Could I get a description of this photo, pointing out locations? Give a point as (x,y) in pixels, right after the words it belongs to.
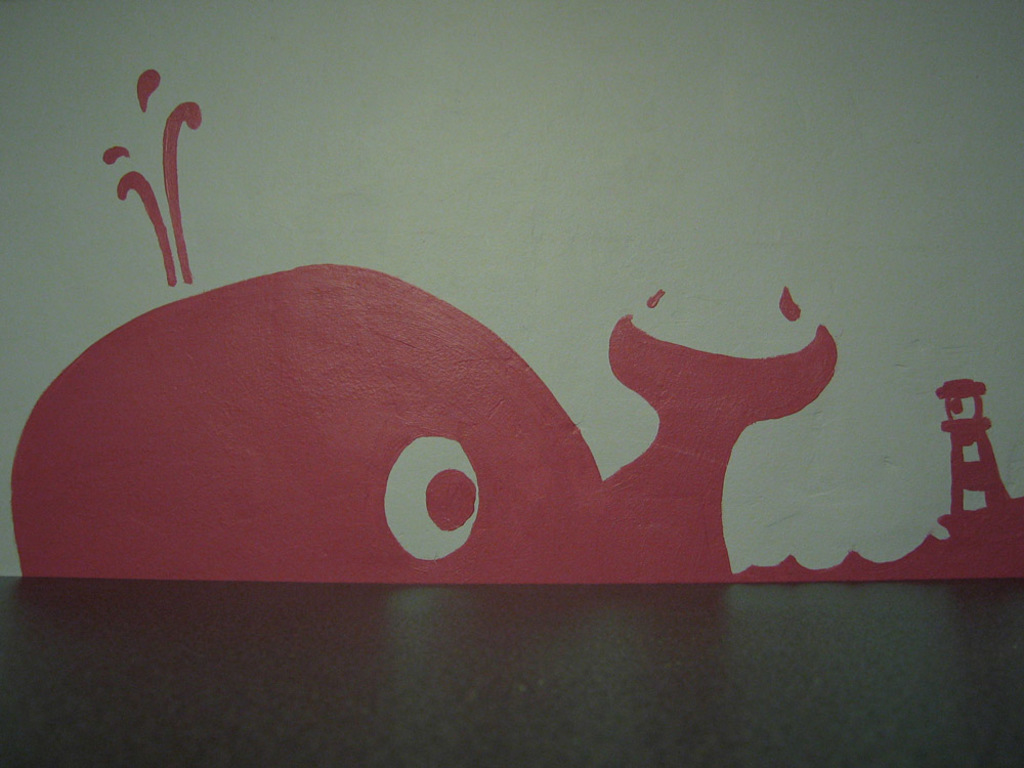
In the image we can see on the wall (623,387) there is a painting (516,404) of a whale (545,471) and the light house (997,502). It is in pink colour and the wall (552,214) is in light green colour.
